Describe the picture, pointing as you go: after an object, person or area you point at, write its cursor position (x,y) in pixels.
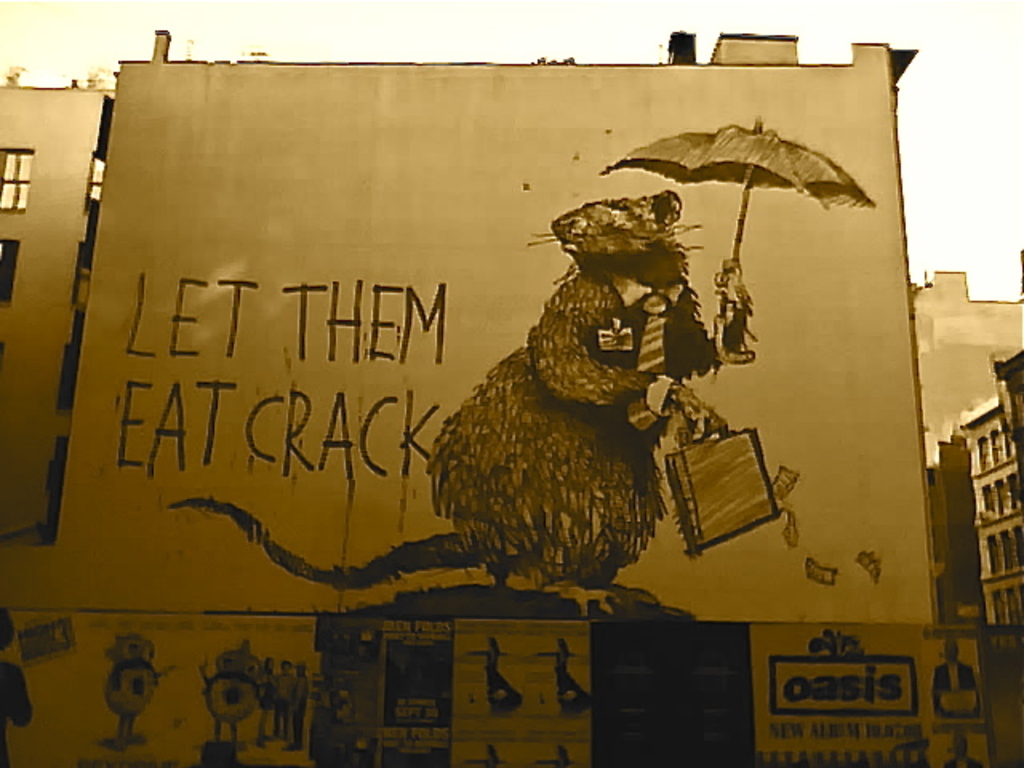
In the foreground of this image (822,658), there are few posters (447,707) on the wall (697,102) at the bottom (432,698). In the middle (666,358), there are paintings (571,479) of a rat (578,431) holding a suitcase (691,495) and an umbrella (727,163) with some text (391,358) on the wall (416,175). On either side, there are buildings (941,347). At the top (582,59), there is the sky (485,60).
